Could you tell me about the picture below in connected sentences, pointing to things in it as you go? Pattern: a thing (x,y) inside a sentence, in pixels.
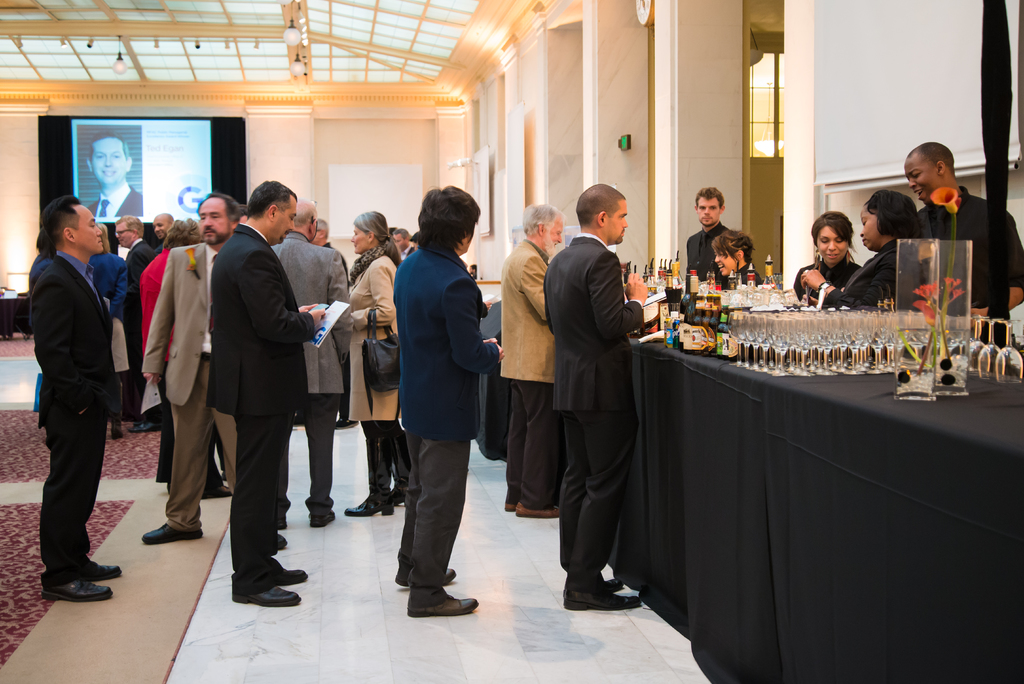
In this image i can see number of people (372,261) standing. I can see a table (969,448) on which there are few glasses (788,344) and few wine bottles (697,327). In the background (366,156) i can see a wall (418,147) and a screen (204,168).
